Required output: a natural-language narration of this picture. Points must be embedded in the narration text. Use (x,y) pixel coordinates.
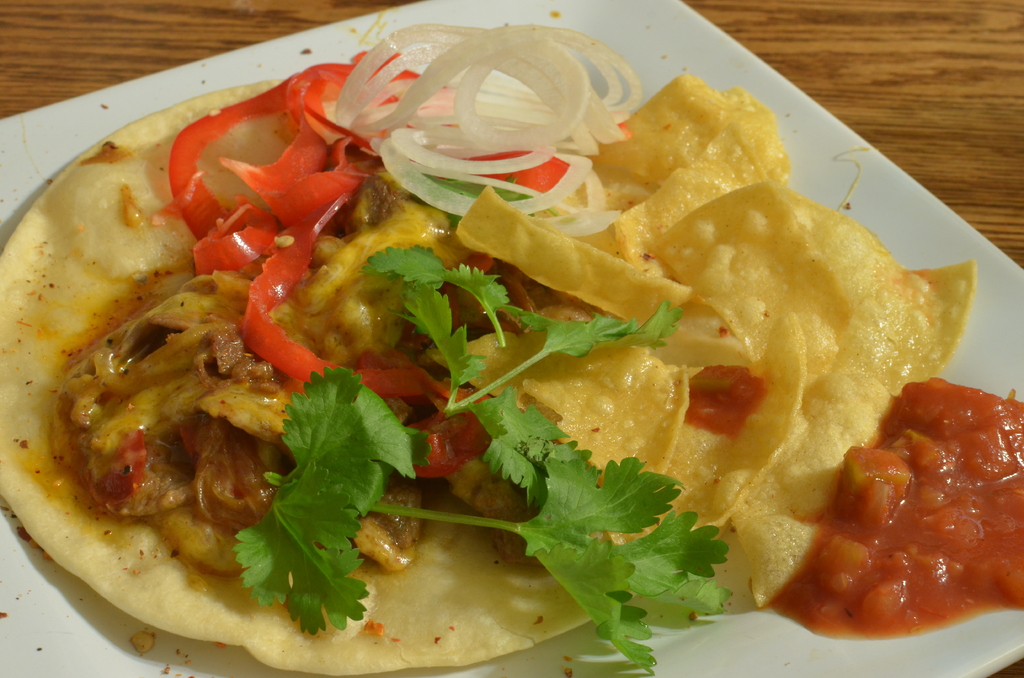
In this image we can see a plate (900,239) with some food (333,491) on the wooden object (931,99), which looks like a table (903,150).
